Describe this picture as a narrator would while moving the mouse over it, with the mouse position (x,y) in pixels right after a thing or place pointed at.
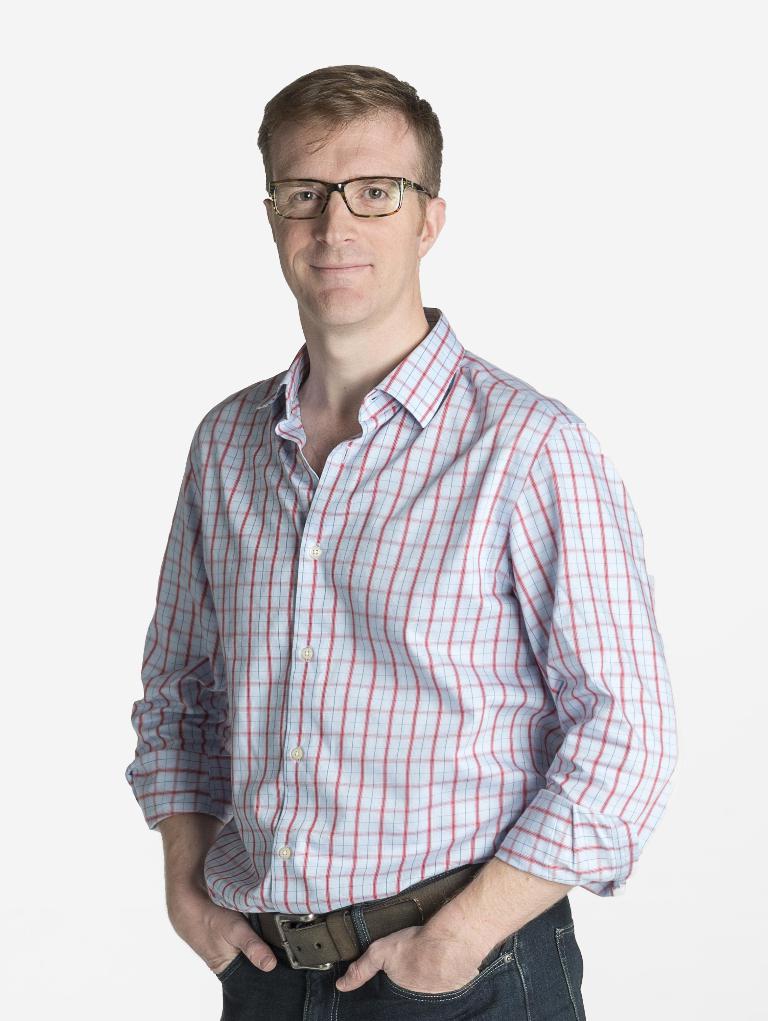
In the center of the image (418,504) a man (402,548) is standing and wearing spectacles (317,204).
